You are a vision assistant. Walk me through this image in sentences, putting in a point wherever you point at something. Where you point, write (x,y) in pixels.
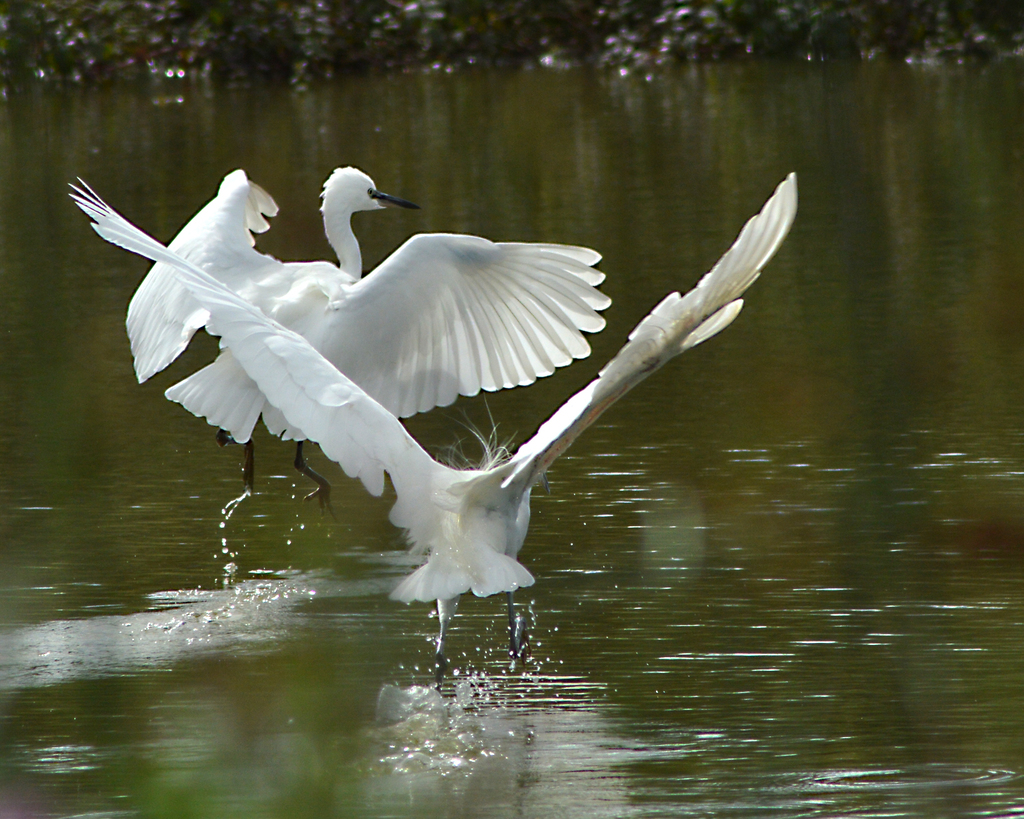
In this image we can see birds (469,353) flying in the air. In the background (299,205) we can see water (787,566).
